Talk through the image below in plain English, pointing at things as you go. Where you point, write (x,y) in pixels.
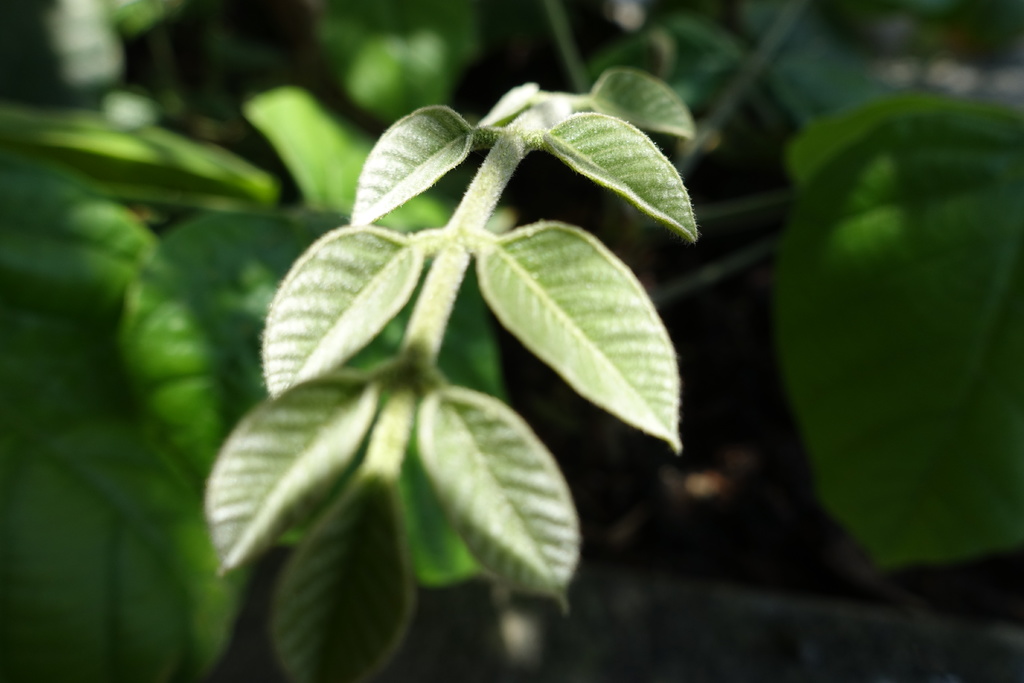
In this image I can see plants (561,327). This image is taken may be in a garden (727,237).
